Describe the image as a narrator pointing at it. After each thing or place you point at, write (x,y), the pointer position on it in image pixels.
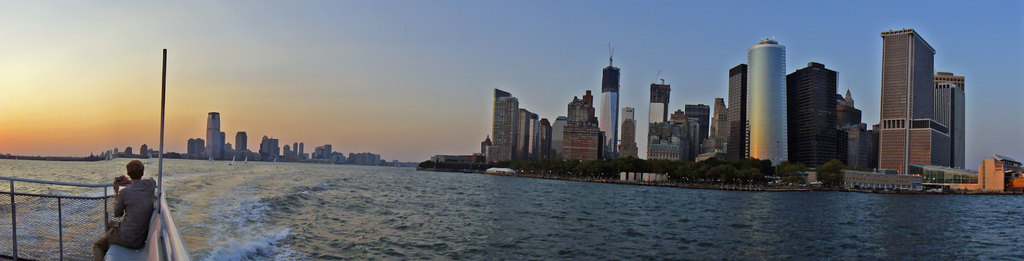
In this image there is a person (131,206) sat on a boat (109,211), in front of the person (113,222) there is water (326,192), in the background of the image (487,149) there are buildings (668,125) and trees (733,163).
